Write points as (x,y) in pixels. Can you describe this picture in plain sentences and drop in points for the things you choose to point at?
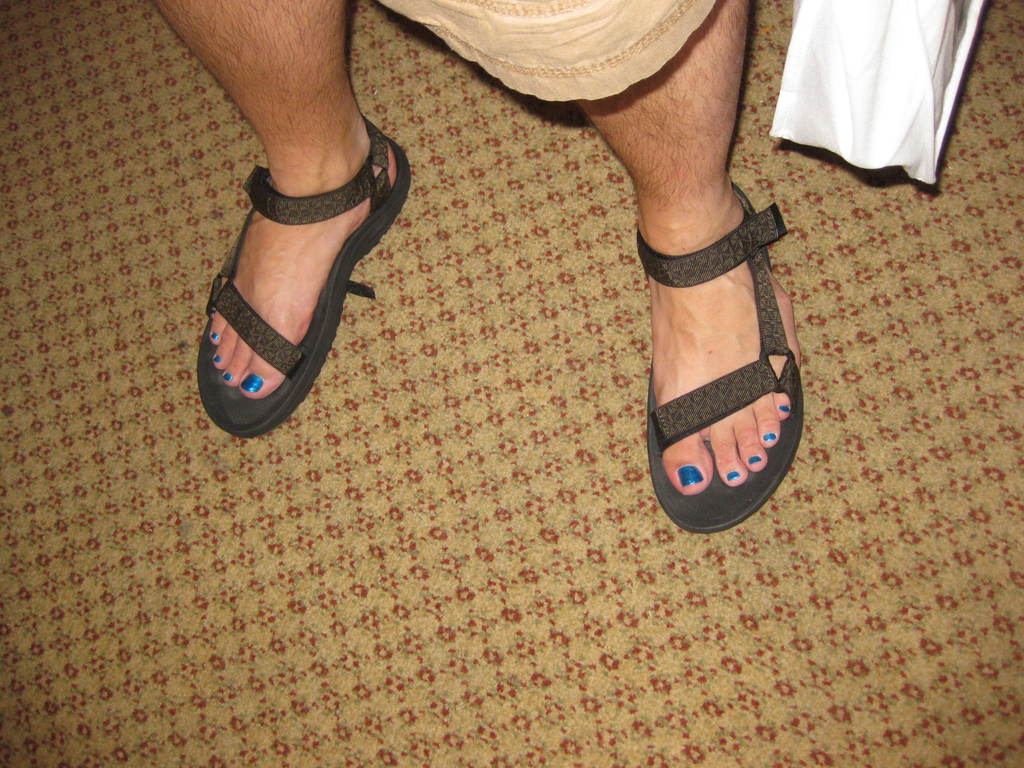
In this image, in the middle (668,360), we can see the leg (693,341) of a person (466,35) which are covered with chappal (703,425). On the right side (877,145), we can see the white color cloth (906,86).
